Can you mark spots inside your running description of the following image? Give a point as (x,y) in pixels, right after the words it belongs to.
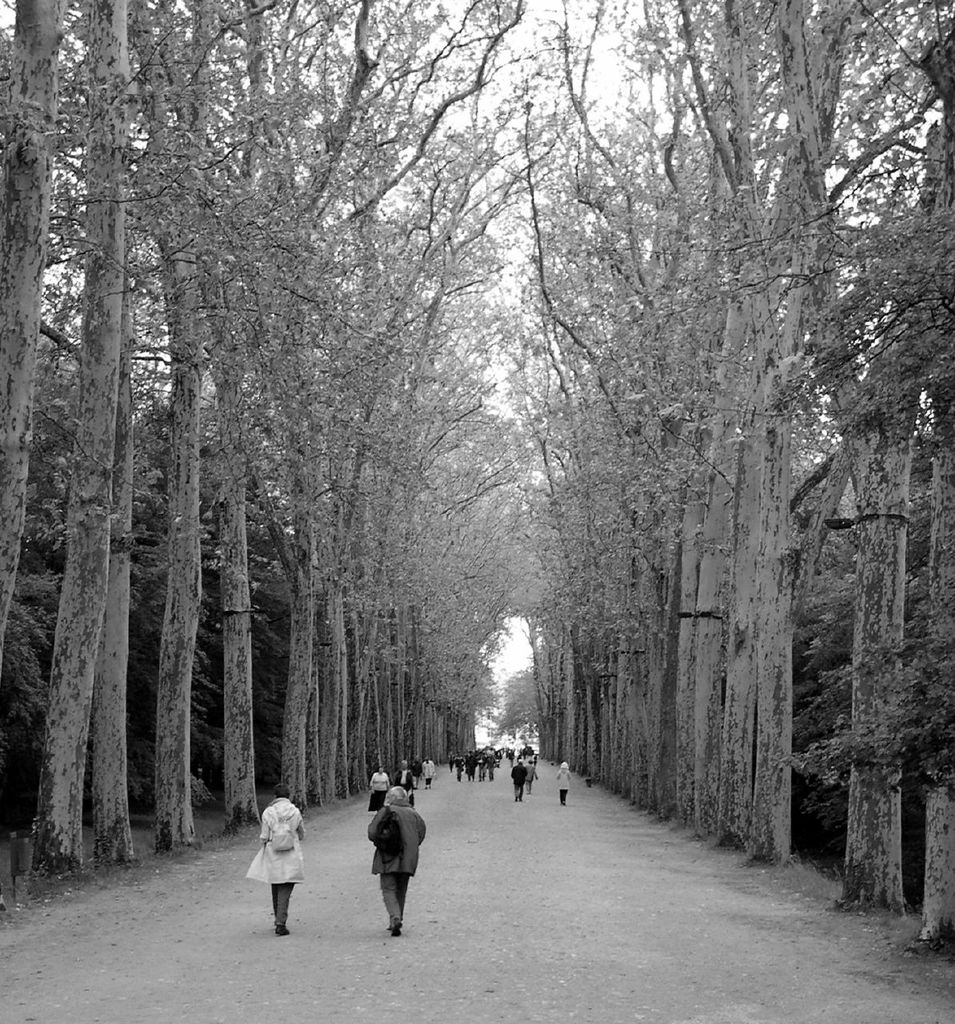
In this image in the center (414,669) there are persons (414,826) walking and there are trees (306,567).
